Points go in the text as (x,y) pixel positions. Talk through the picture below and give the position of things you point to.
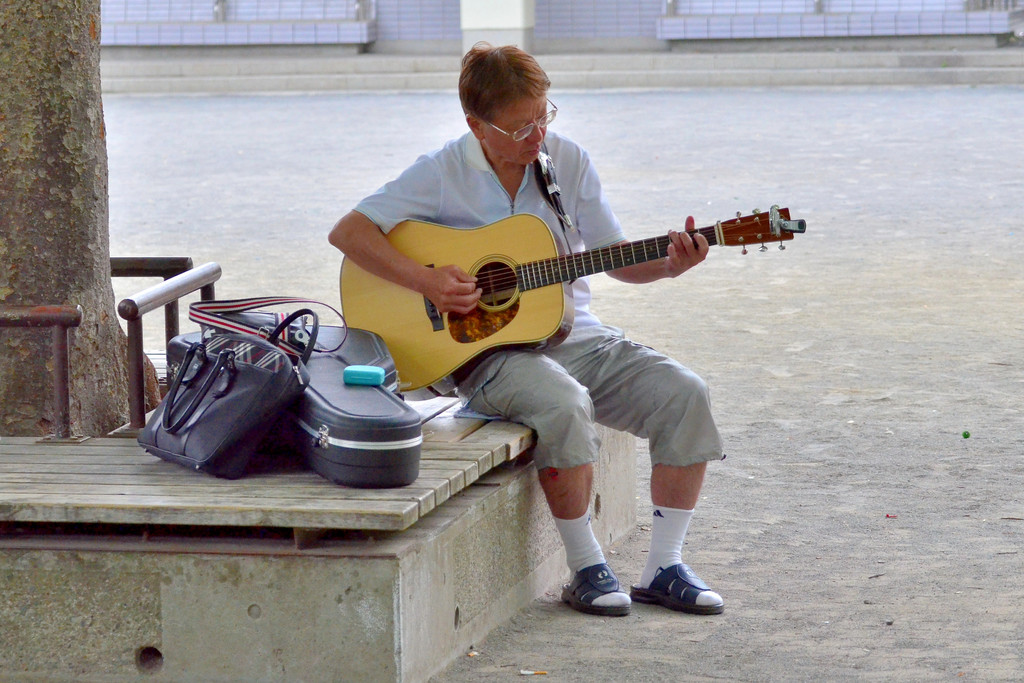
In the middle (577,289) there is a man (600,369) he wear white shirt (465,209), trouser (605,424) and sandals (681,587). he is playing guitar (527,334). On the left (307,375) there is a guitar box (364,459) and hand bag (244,366). On the left (69,87) there is a tree (74,197).
